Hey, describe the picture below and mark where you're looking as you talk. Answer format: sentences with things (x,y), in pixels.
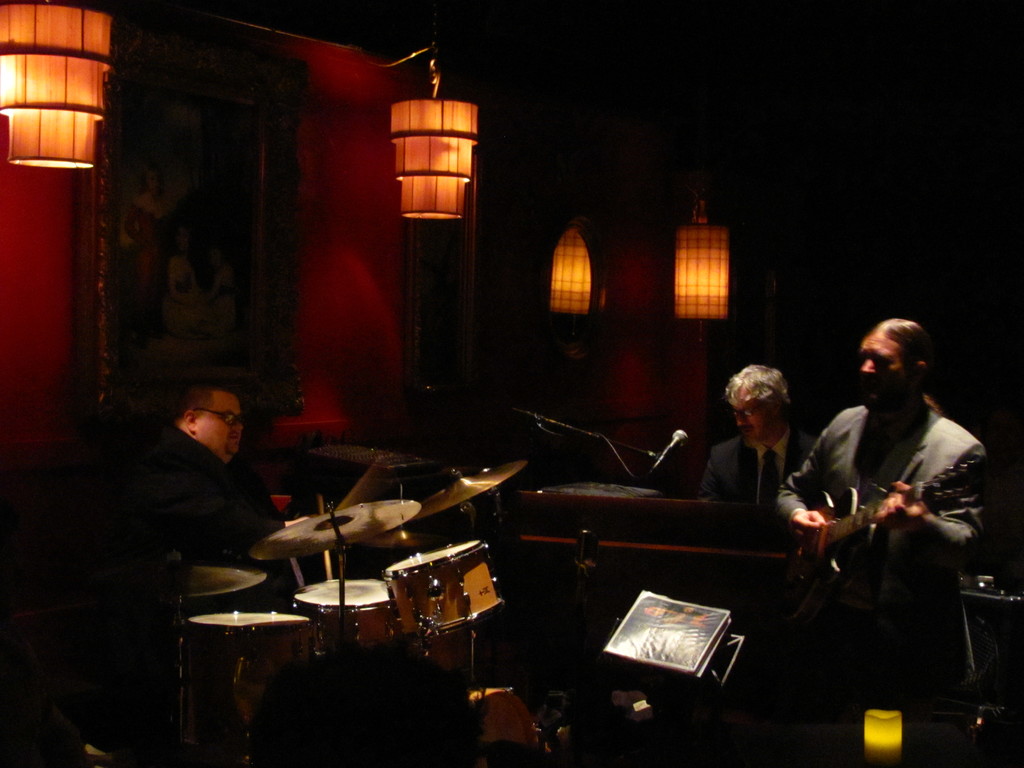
In this image we can see people (237,490) playing musical instruments (331,517). There are mics (653,470) placed on the stands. We can see a stand (720,682). In the background (684,334) there are lights (7,28) and a wall (367,390). We can see a frame (274,368) placed on the wall (367,392).
